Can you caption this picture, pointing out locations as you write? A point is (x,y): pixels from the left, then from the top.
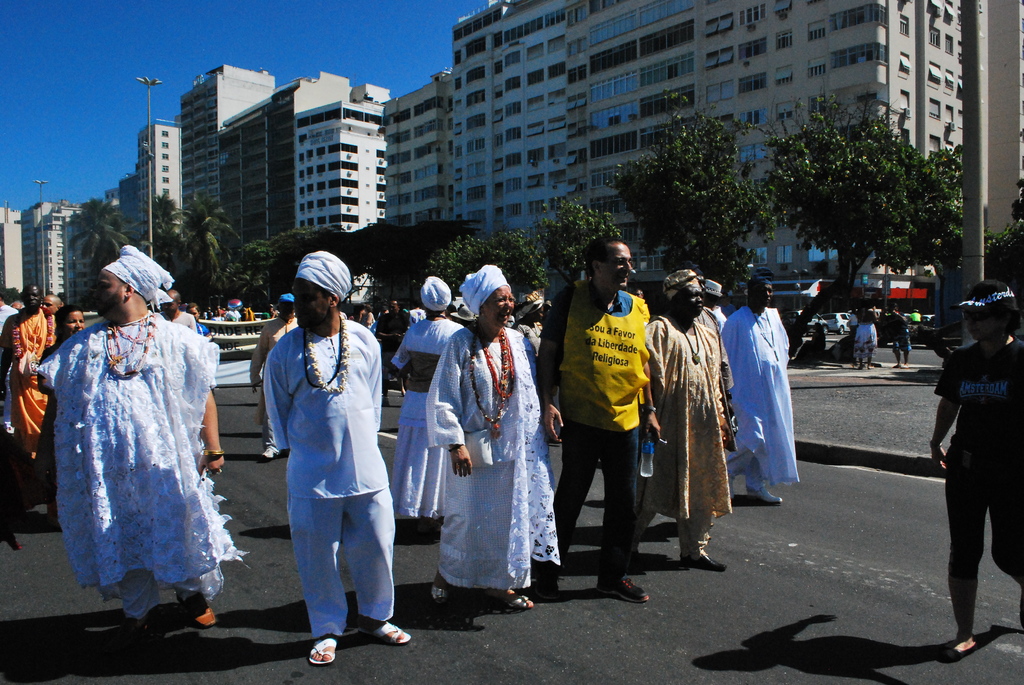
In this image we can see some persons (525,536) on the road (696,614). We can also see a man (602,370) holding the water bottle (650,469) and standing on the road (837,598). In the background (345,240) there are many trees (430,247), buildings (552,142) and also light poles (149,154). Sky (51,186) is also visible.
